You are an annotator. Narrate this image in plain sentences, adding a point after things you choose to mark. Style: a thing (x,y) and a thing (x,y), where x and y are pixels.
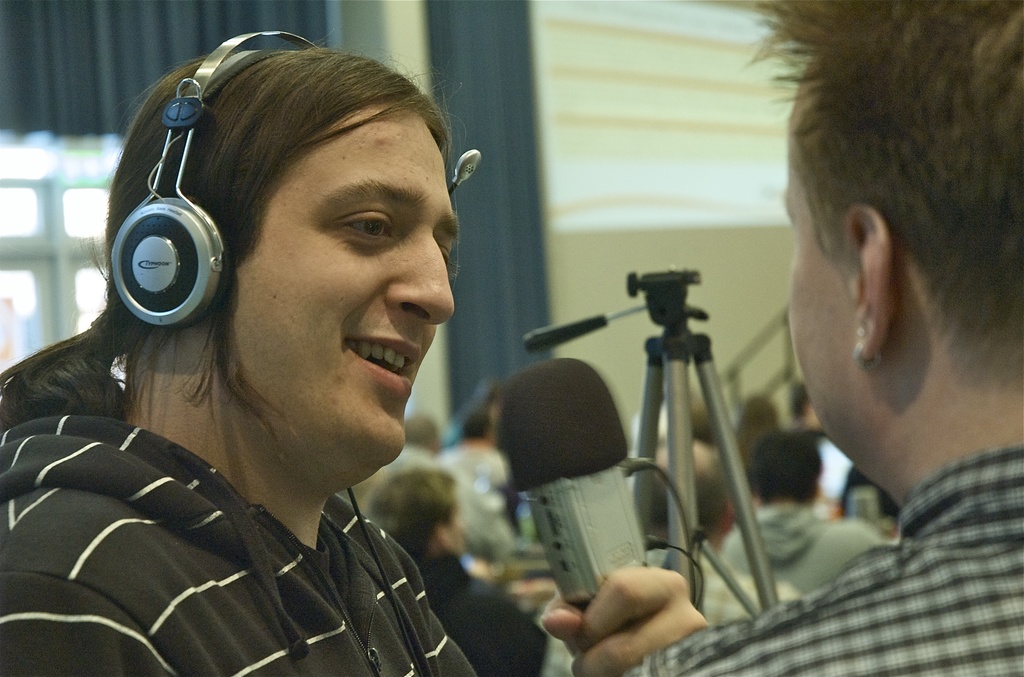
In this image I can see two people (854,345). One person (817,305) is holding something. I can see stand (681,424), curtain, window (95,230), wall (614,249) and few people (724,501).
